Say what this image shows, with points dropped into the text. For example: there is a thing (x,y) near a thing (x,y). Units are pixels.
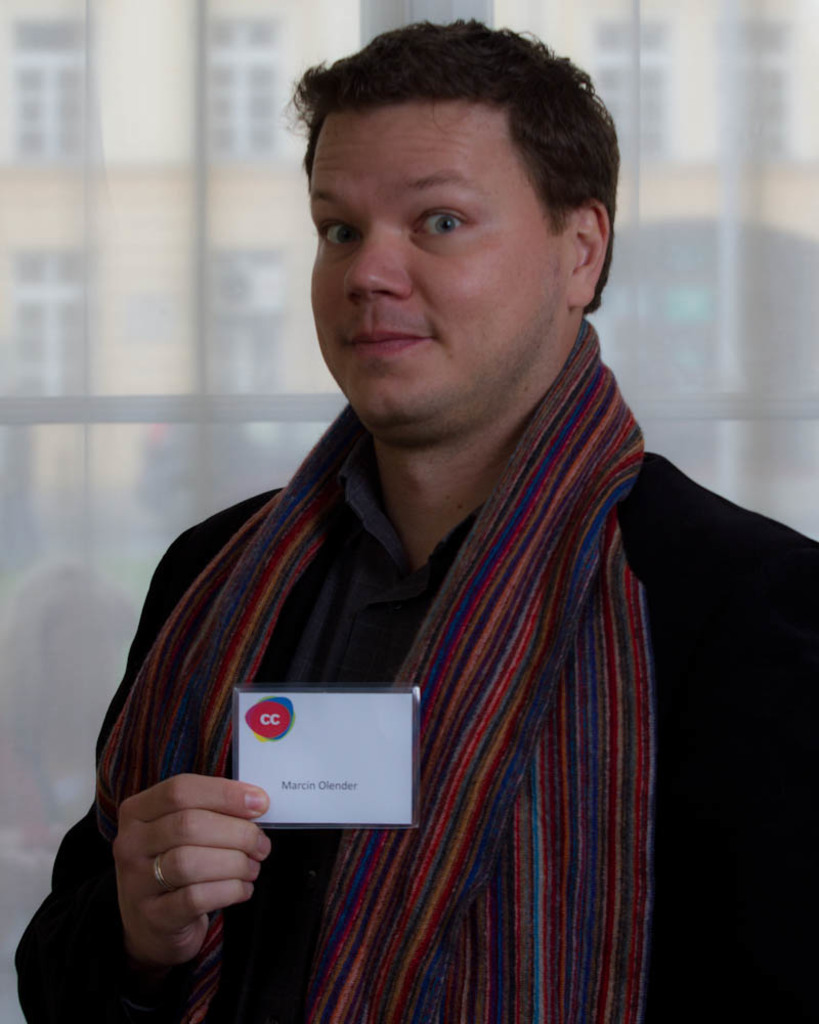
In this image we can see a person (462,402) holding a card (302,694) with some text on it, in the background (206,244) there is a glass (102,316), through the glass (106,360) we can see a building (149,251).
